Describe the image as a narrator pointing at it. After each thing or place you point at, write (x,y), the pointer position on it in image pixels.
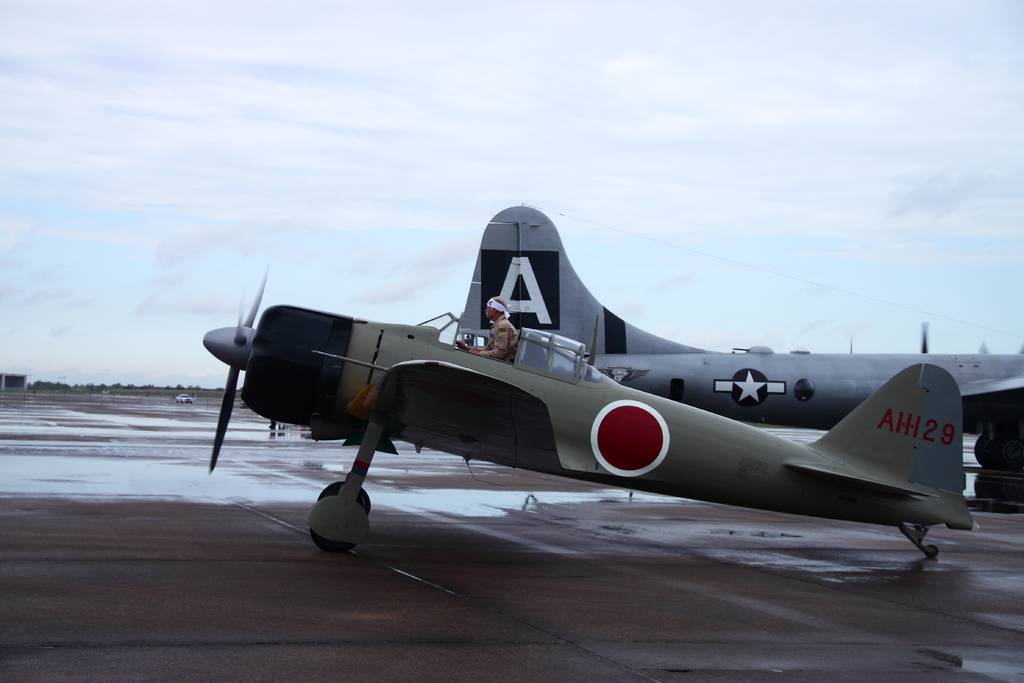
In this picture I can see a person (509,345) riding plane (477,454) on the runway (261,513), side I can see one more plane (694,352).
